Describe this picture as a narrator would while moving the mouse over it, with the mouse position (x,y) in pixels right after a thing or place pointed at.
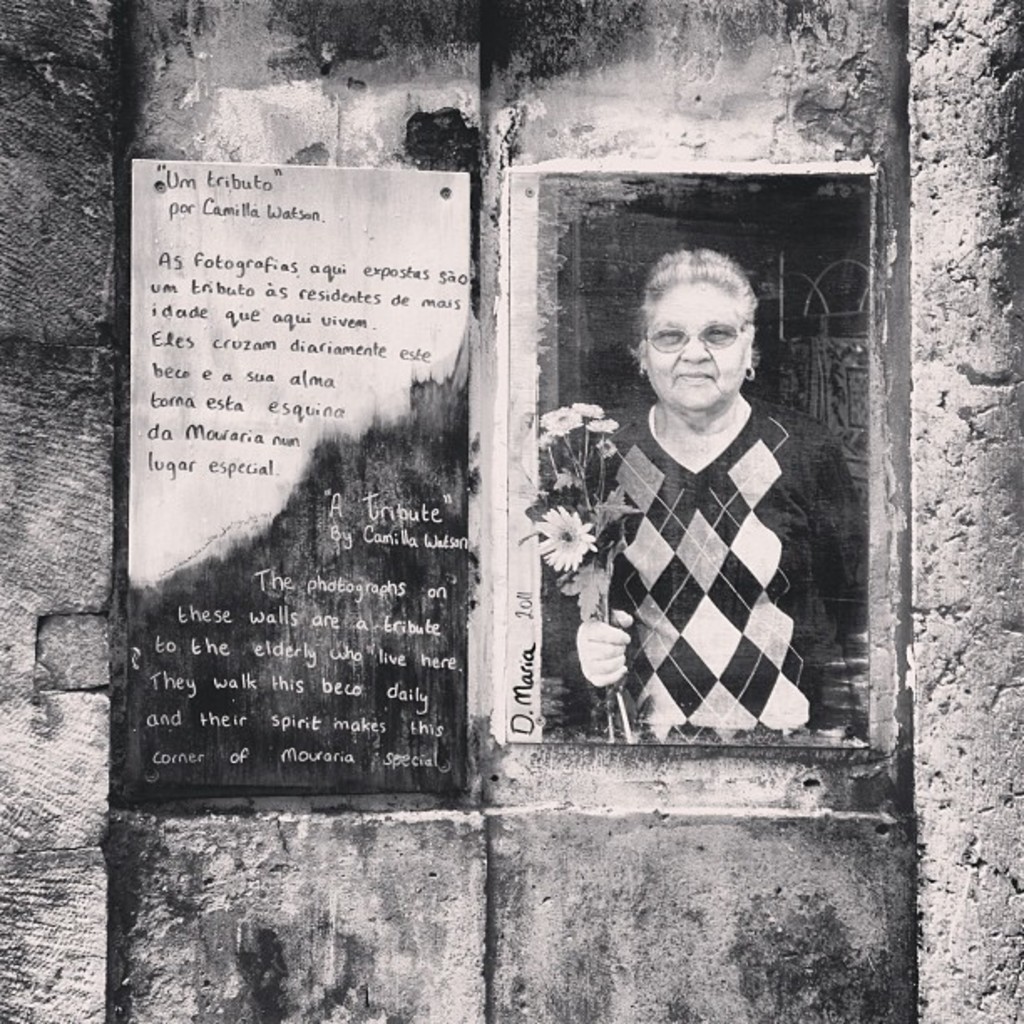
In this image I can see the boards (227,486) and frames (608,218) to the wall (373,6). I can see the text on one of the board (256,531) and there is a person (671,552) holding the flowers (564,549) on the other board (689,566).
